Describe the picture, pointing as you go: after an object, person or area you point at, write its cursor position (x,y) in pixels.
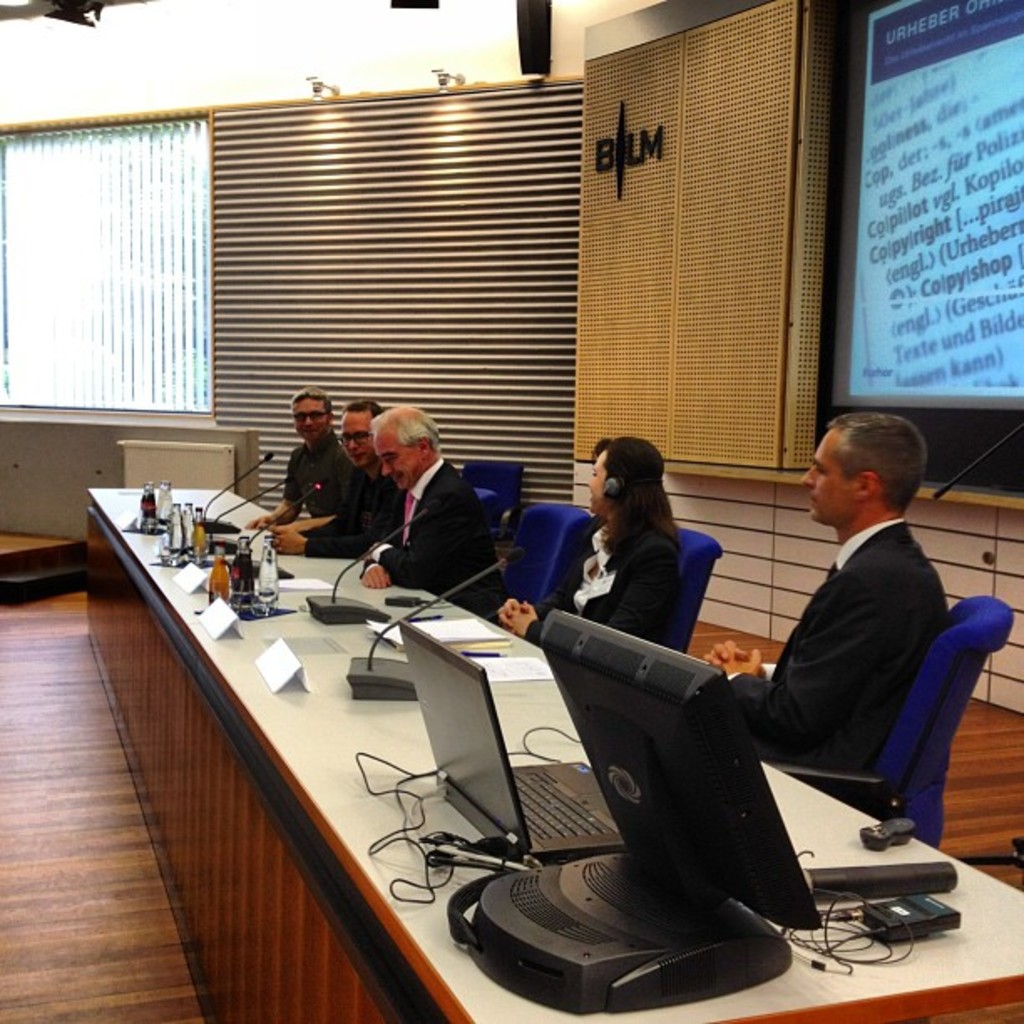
In this picture we can see five persons (650,585) are sitting on chairs (680,589) in front of a table (472,614), there are microphones (282,513), papers (457,637), a laptop (516,790), a monitor (630,748), bottles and name boards (284,674) on this table (236,652), on the right side (941,400) there is a projector screen (967,308), in the background (137,291) we can see a window blind (120,329).
